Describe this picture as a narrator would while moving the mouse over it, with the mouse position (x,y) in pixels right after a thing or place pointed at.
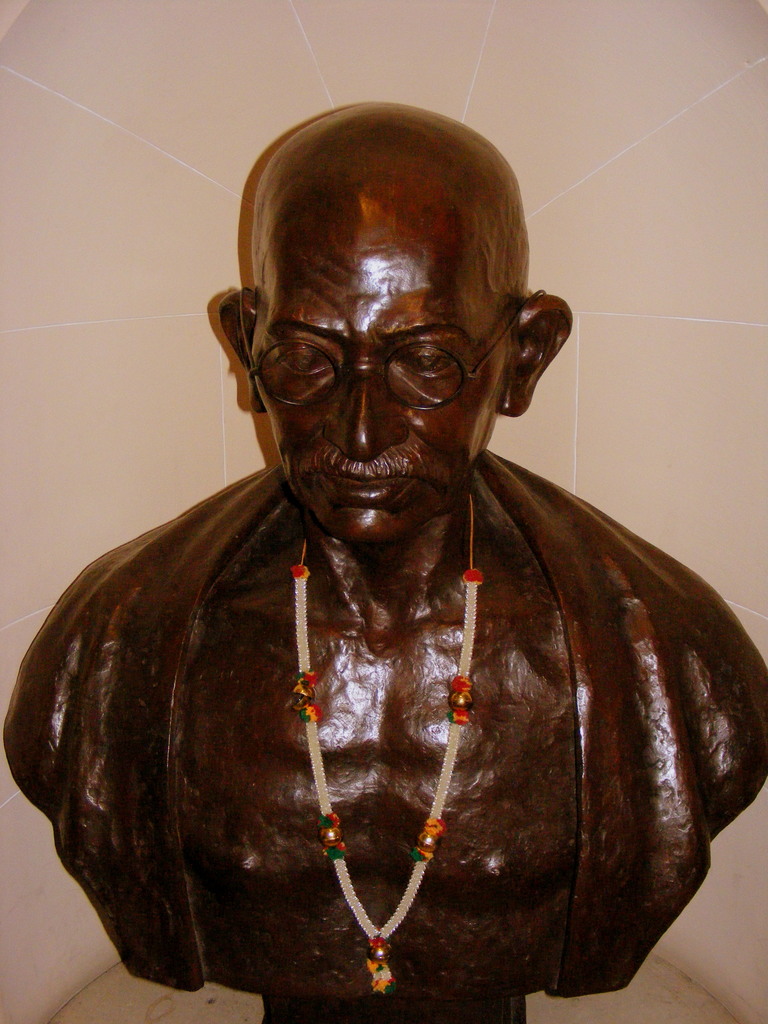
In this image we can see a statue (380,511) with a garland (315,722). On the backside (65,283) we can see a wall (36,310).
